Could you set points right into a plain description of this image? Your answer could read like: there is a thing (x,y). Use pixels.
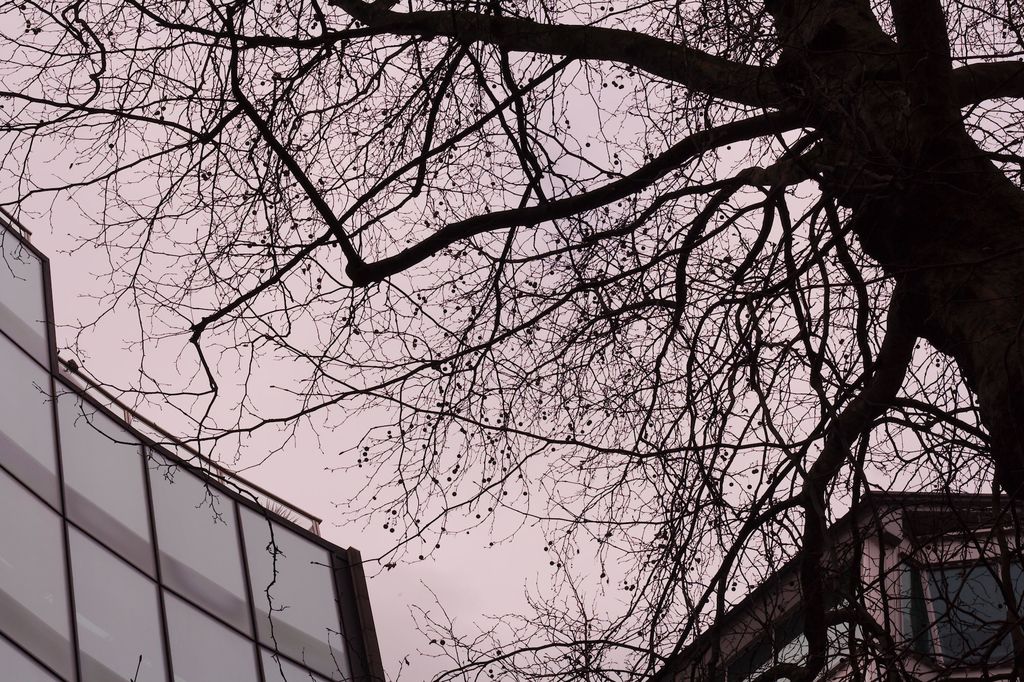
In this image, there are a few buildings (950,561). We can see a tree (773,180) and the sky (596,5).
